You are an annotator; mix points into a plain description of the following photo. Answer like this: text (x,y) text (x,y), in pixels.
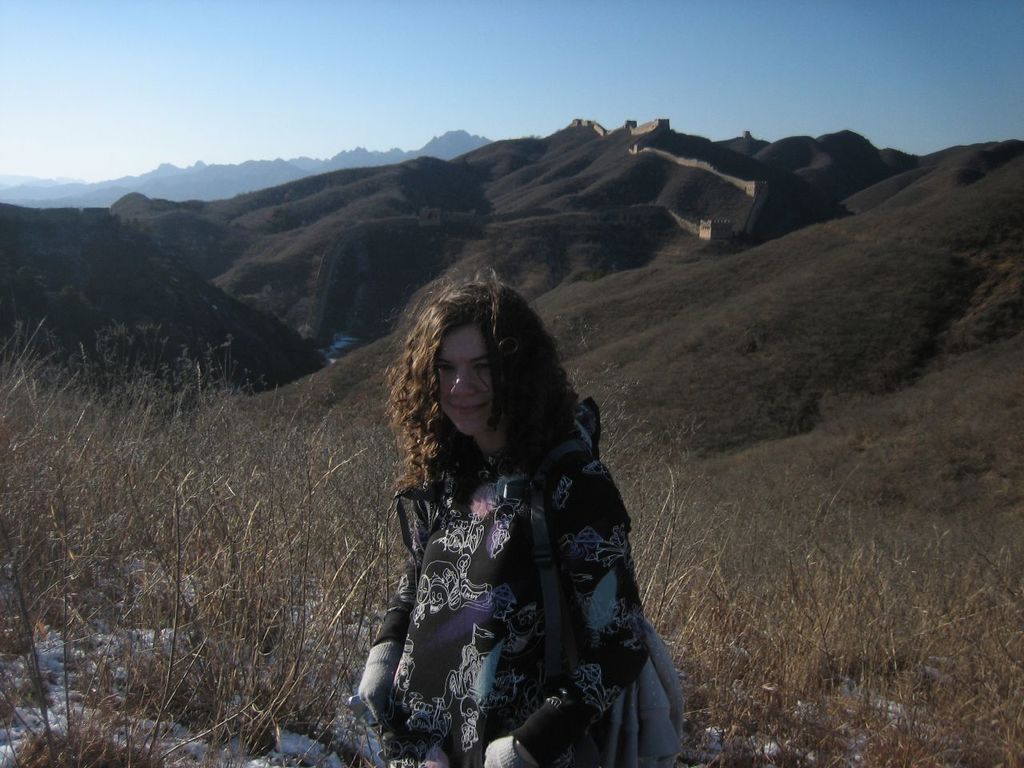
In this picture I can see a woman (510,656) wearing bag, behind there are some hills (699,291) with some plants (675,301).
